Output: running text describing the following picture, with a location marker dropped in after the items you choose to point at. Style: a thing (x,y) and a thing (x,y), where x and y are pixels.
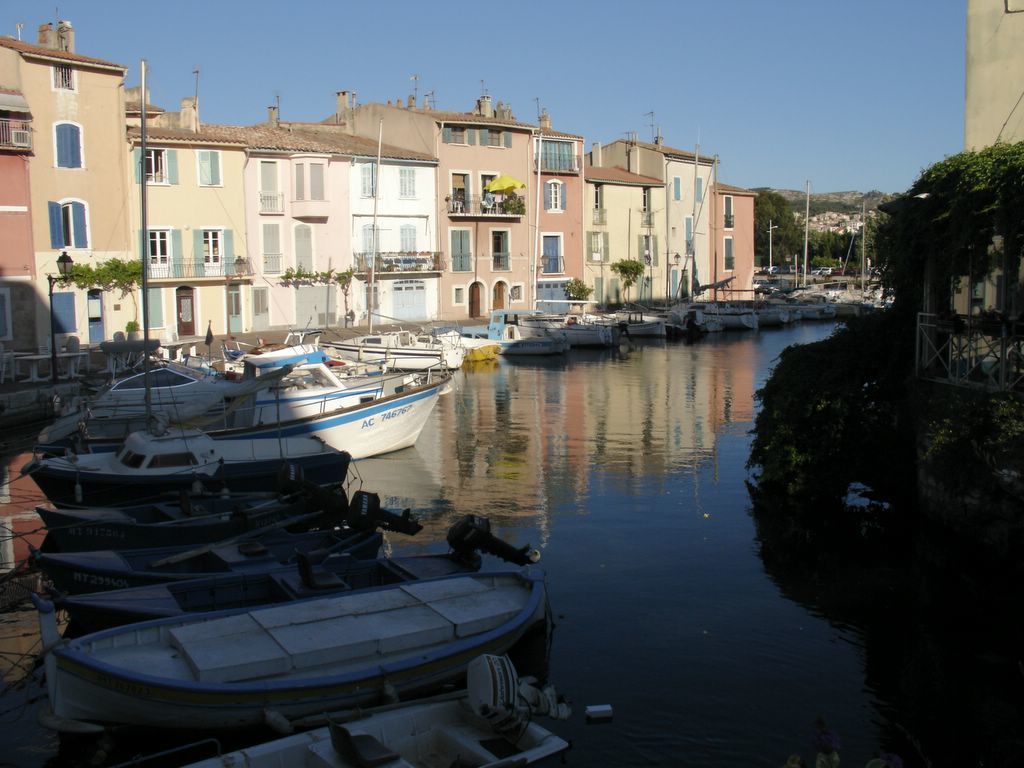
In this picture I can see a number of boats (398,420) on the water (505,442). I can see trees (944,392) on the right side (932,417). I can see the buildings (351,239) on the left side (313,230).
